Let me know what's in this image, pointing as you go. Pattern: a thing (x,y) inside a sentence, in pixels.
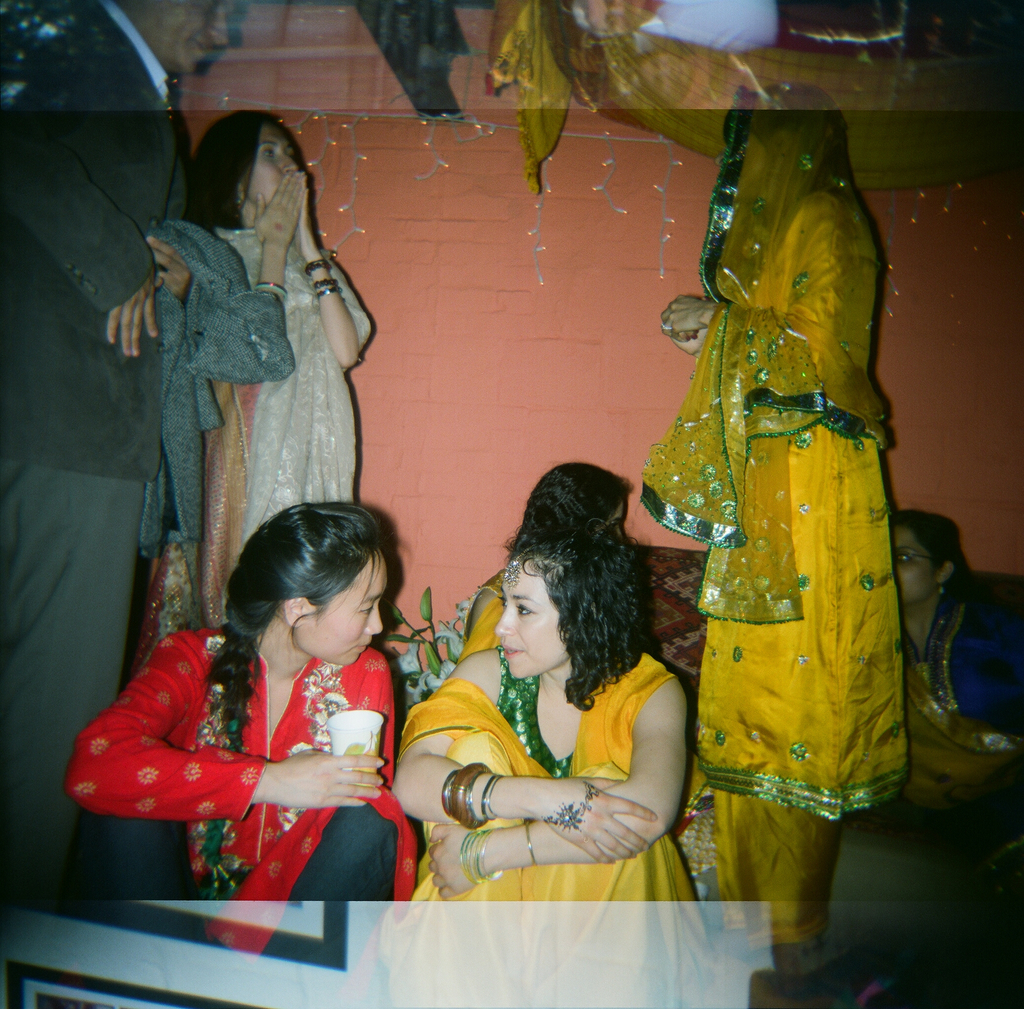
This picture consists of there are few women (477,796) sitting on floor (965,870), two women (340,449) standing, and a person (80,400) standing beside the woman (221,220) on the left side (46,288) at the top (582,43) I can see some clothes (616,43), in the middle (431,644) I can see leaves (435,667) visible in front of the wall (461,362).
